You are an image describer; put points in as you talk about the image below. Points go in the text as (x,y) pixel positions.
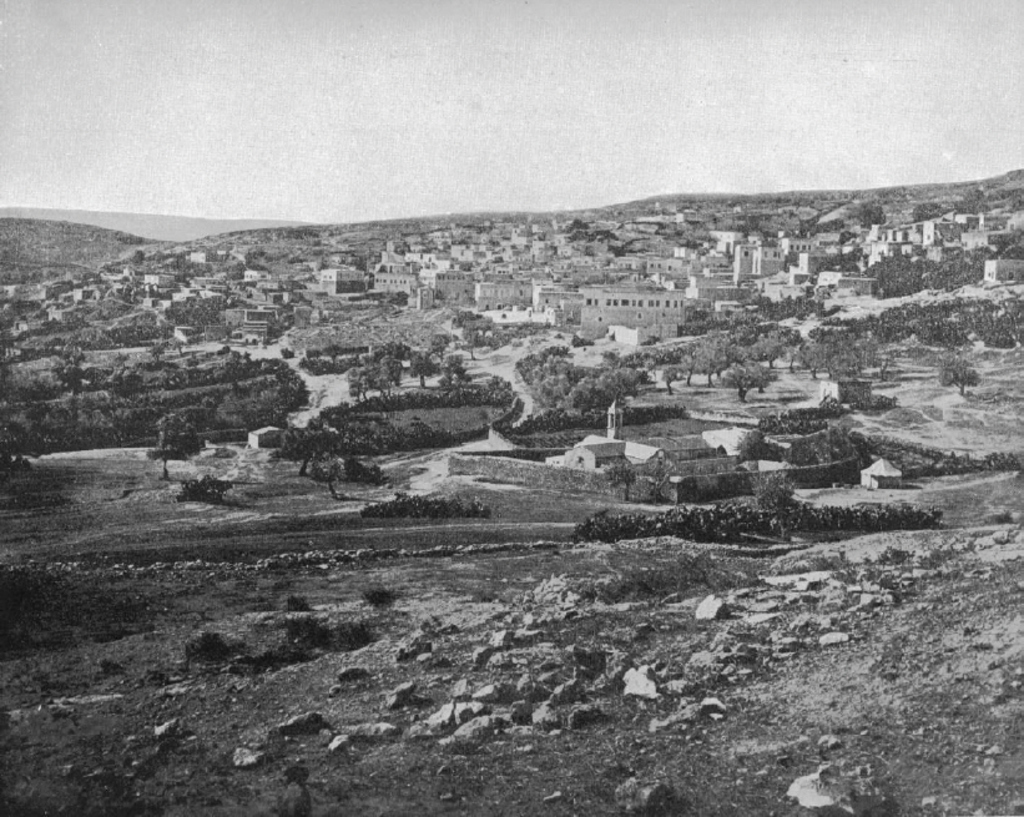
In this image there is the sky (451,110) towards the top of the image (829,98), there are buildings (246,319), there are trees (358,390), there are plants (725,520), there is ground (586,563) towards the bottom of the image (591,624), there are stones (529,617) on the ground (631,710).
